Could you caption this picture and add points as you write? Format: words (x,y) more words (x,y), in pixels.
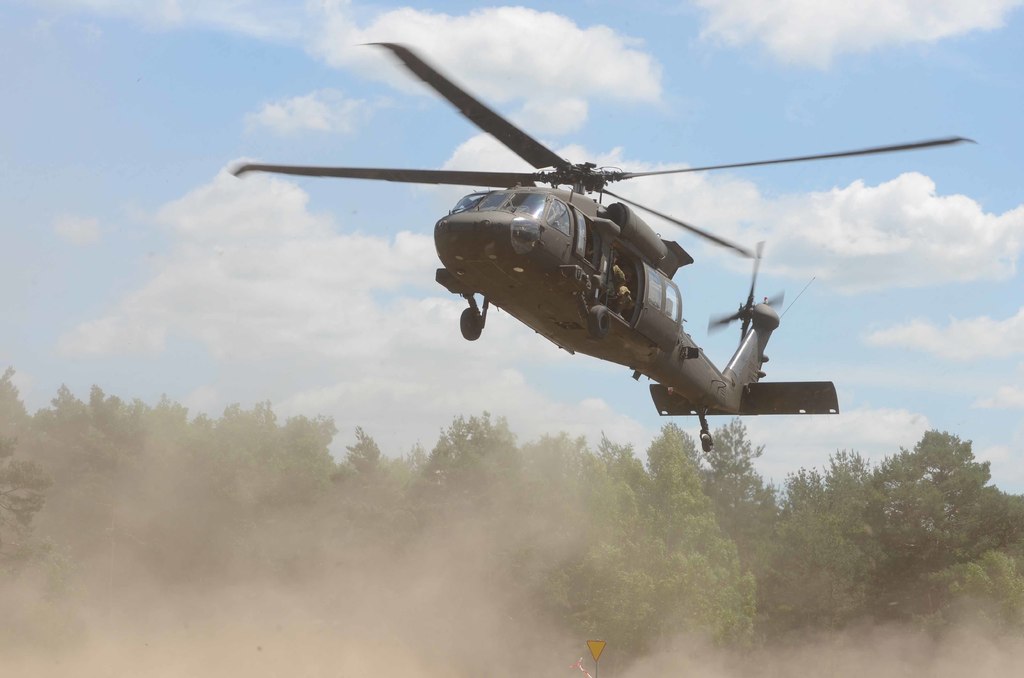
In this image we can see a flying helicopter (634,175), there are few trees (938,513), there is a sign board (591,644), and we can see clouded sky (116,138).
